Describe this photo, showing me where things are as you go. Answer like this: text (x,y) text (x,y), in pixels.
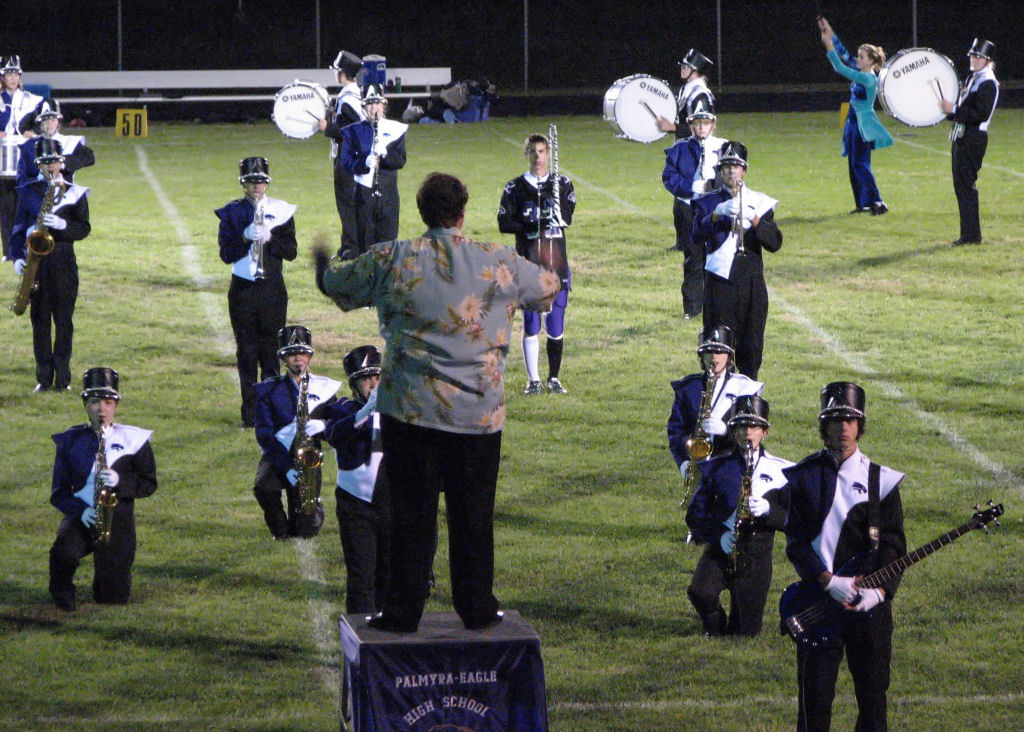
In this image, we can see people (352,110) wearing uniforms (517,210), caps (285,341) and holding musical instruments (296,100). In the background (246,86), there is a bench (198,72) and we can see a board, bags (463,105) and a fence (632,32) and there is a man (455,561) standing on the stand (461,666) and holding an object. At the bottom (584,550), there is ground (568,588).
